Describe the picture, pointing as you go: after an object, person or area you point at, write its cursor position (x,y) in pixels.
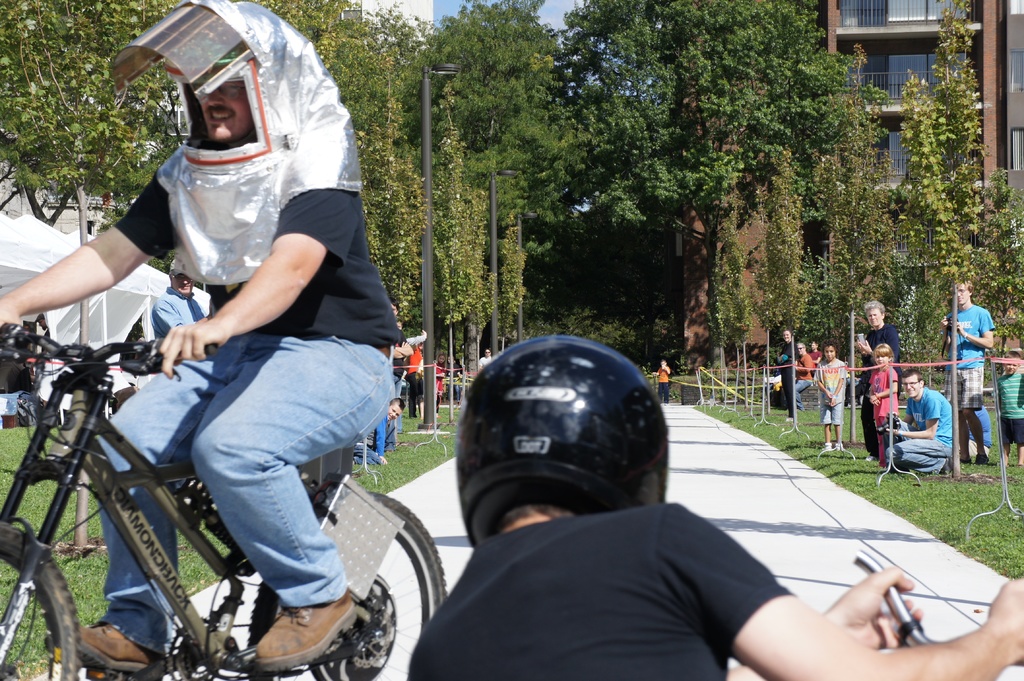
this picture shows a man (328,166) wearing a helmet (210,31) and riding a bicycle (385,658) and we see a other man (563,515) riding and we see few people (886,393) standing and watching them and we see trees (481,170) around and a building (980,15).
